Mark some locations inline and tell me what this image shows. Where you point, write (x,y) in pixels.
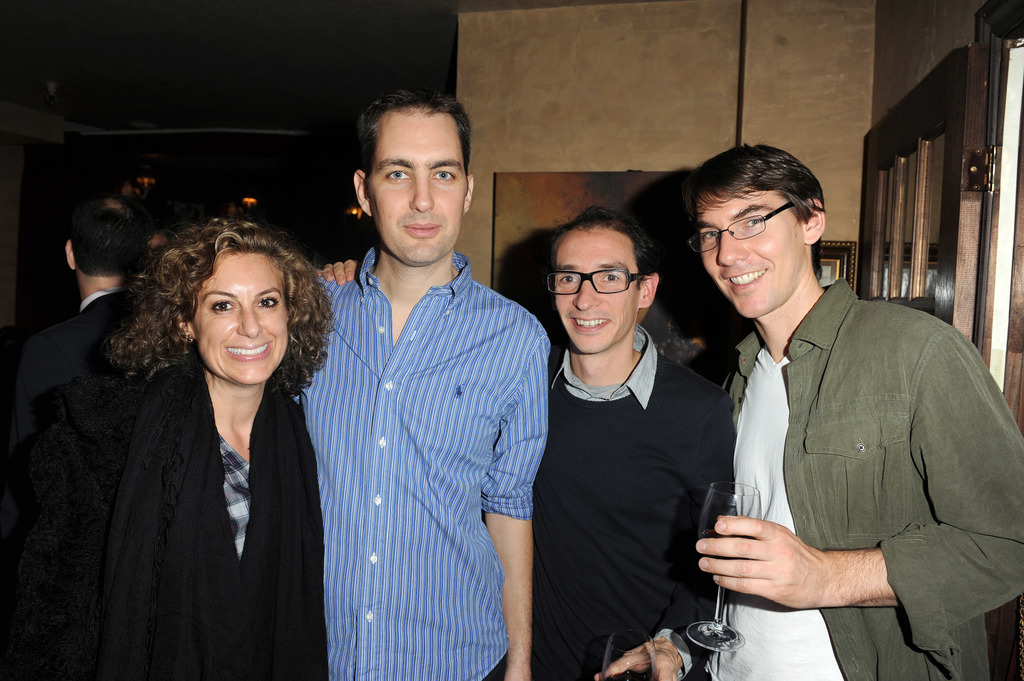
In this image we can see a group of persons (659,527) and among them there are few people (760,601) holding glasses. Behind the persons (774,607) we can see a wall (662,132) and on the wall (613,83) we can see a board (564,206). On the right side (957,286), we can see a door (957,286).
